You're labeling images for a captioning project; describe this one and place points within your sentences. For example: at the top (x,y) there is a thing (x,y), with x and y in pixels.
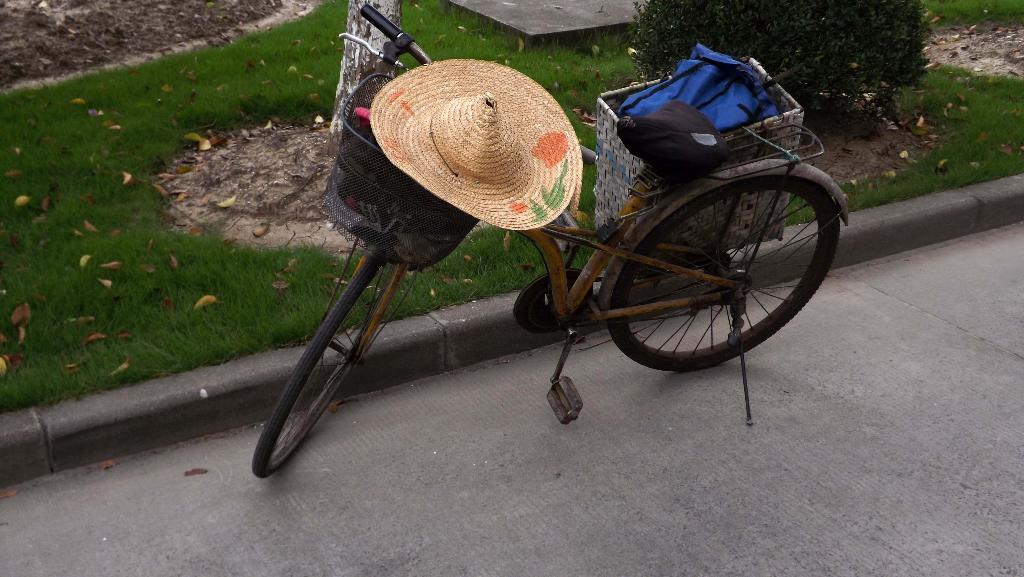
In the center of the image (370,259) we can see cycle (616,228) on the road (797,378). On the cycle (365,126) we can see hat (541,102) and bag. In the background (727,22) we can see tree (366,43), plants (651,40), grass (322,112) and mud (101,37).
